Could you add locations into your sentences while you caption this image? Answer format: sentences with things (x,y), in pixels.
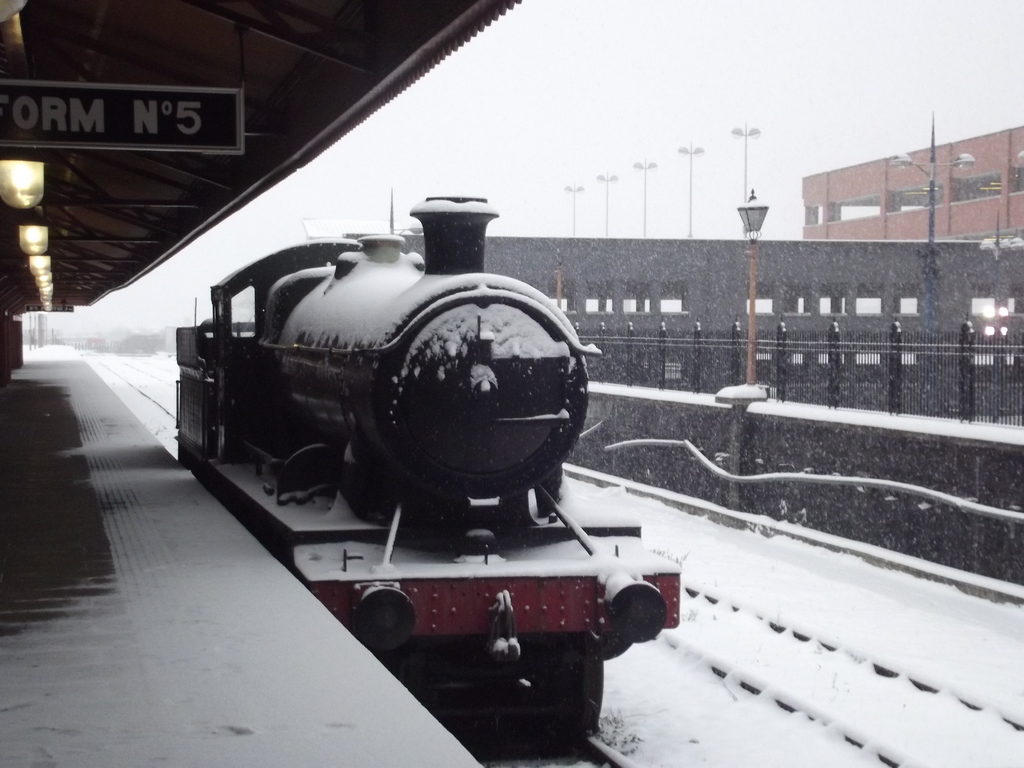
In this image I can see the platform (103,565), few railway tracks (769,647), a train (482,479) and some snow (717,608) on the tracks (755,680), few lights (31,173), a board (77,140), the railing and few buildings (723,279). In the background (647,145) I can see the sky (516,128).
